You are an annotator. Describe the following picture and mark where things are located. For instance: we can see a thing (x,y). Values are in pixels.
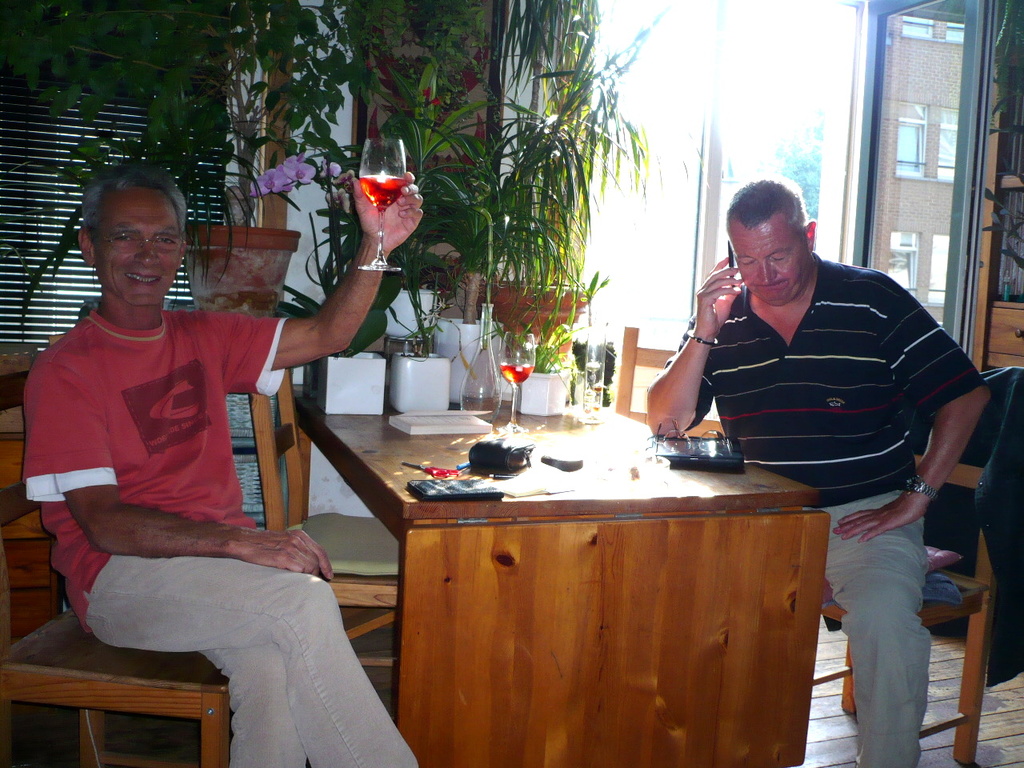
In this image there is a man (113,194) sitting and smiling in the chair (4,520) by holding a wine glass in his hand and another sitting and speaking in the mobile phone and there is a table (734,506) with some glass jars (476,380), pouch (511,465), phones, scissor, glass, spectacles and at the background (538,309) there are some plants (459,85), and door (926,26), trees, sky (701,91).
